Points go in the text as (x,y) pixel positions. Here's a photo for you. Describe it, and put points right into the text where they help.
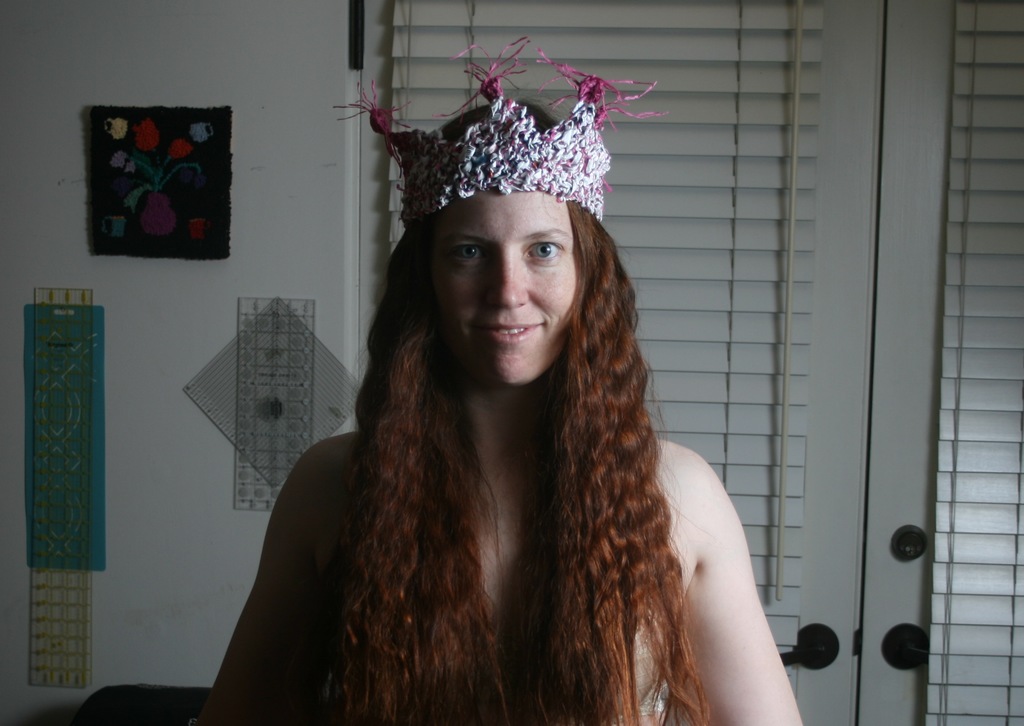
This is an inside view. Here I can see a woman (539,546) smiling and giving pose for the picture. I can see a crown (442,165) on her head (504,341). At the back of her there is a window (430,57) along with the wall (276,108). On the left side (91,383), I can see few posts (167,175) are attached to the wall (101,262).
